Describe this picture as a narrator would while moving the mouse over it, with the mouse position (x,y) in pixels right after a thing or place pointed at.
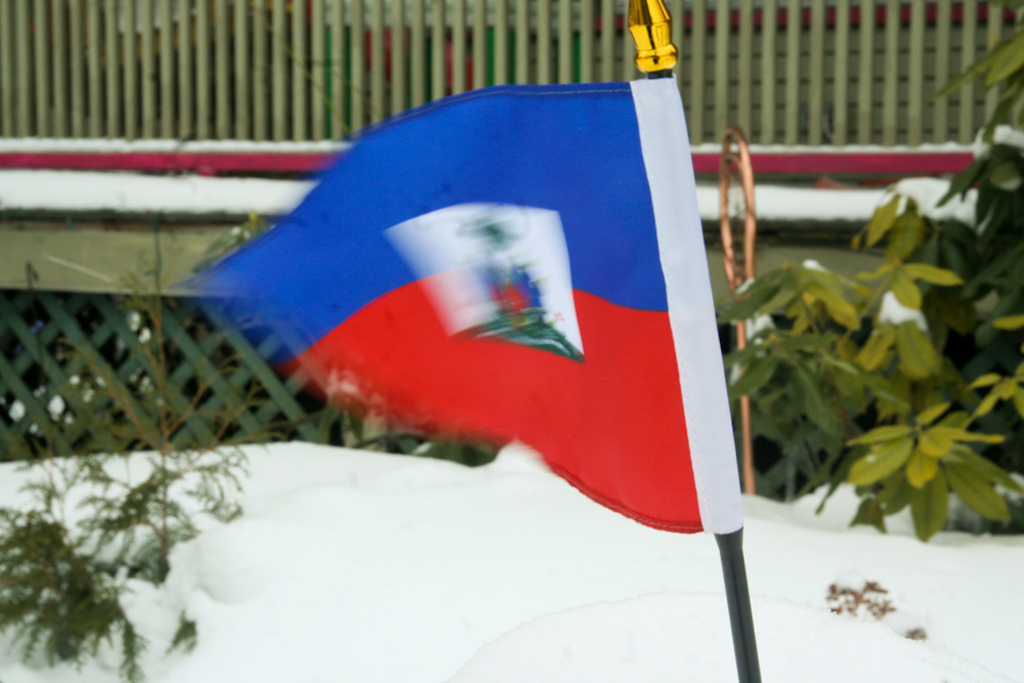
In this picture there is a flag (525,388) in the center of the image (529,454), on the snow floor (986,593) and there is a wooden house (6,67) and plants (1004,211) in the background area of the image (750,285).
